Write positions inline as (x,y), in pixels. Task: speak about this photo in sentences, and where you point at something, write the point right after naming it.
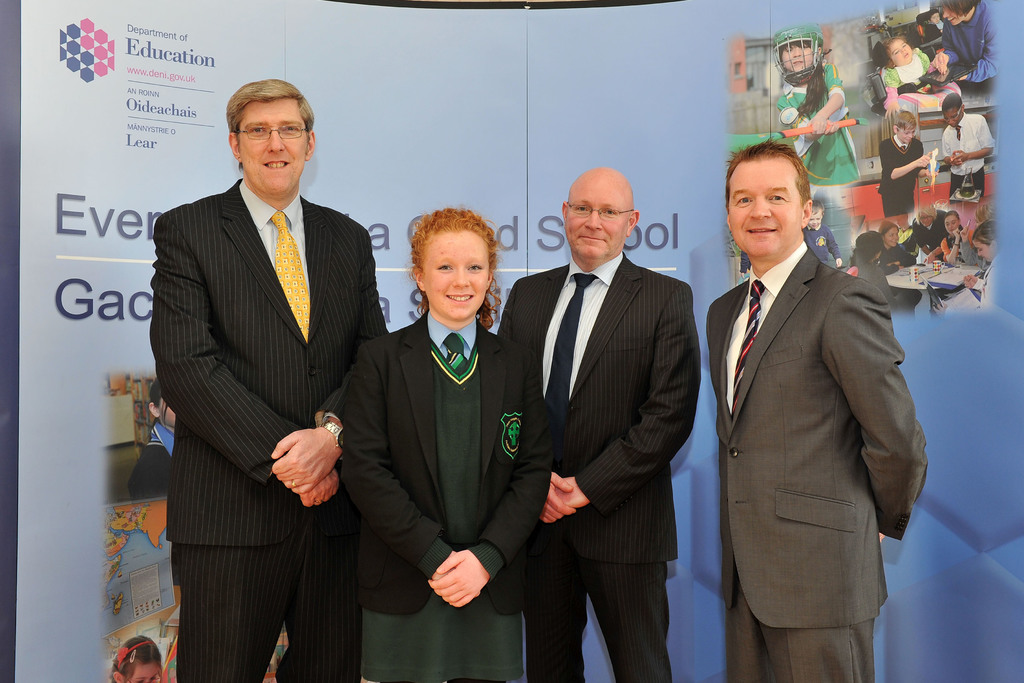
In this picture I can see there are four people (658,368) standing here and smiling. Among them one girl (456,463) is standing here and the other persons (802,353) are wearing blazers (650,375) and in the backdrop (117,106) there is a banner (117,106) and there are pictures (920,0) and name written on it.
